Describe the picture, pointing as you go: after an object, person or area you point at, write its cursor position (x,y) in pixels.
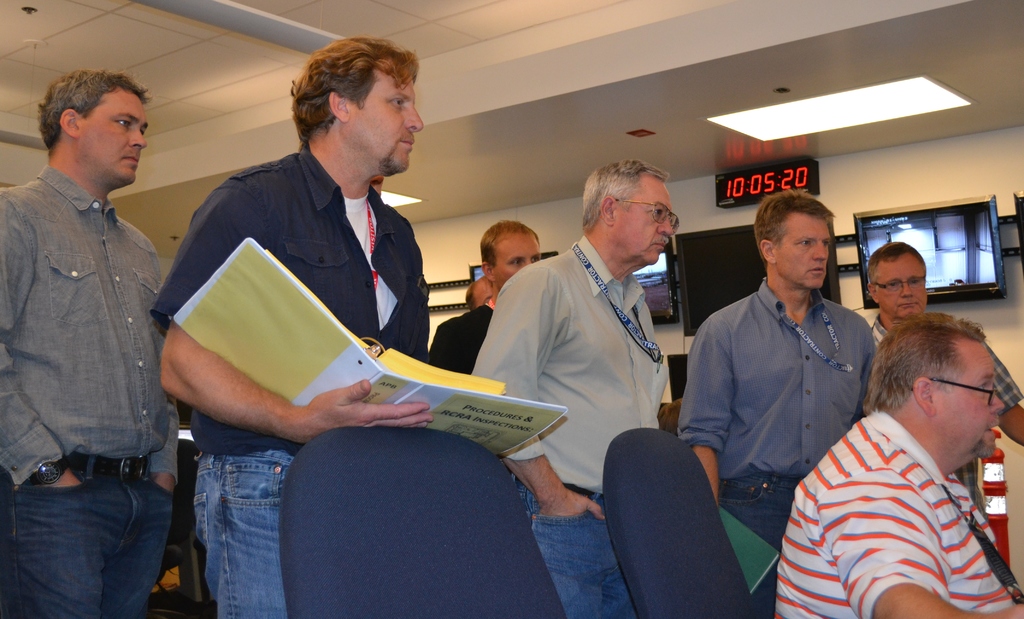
In this picture we can see a group of people (669,230) standing and a man (929,329) sitting on a chair (676,464), books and in the background (545,245) we can see televisions (917,217), lights (893,91), wall (562,238).
